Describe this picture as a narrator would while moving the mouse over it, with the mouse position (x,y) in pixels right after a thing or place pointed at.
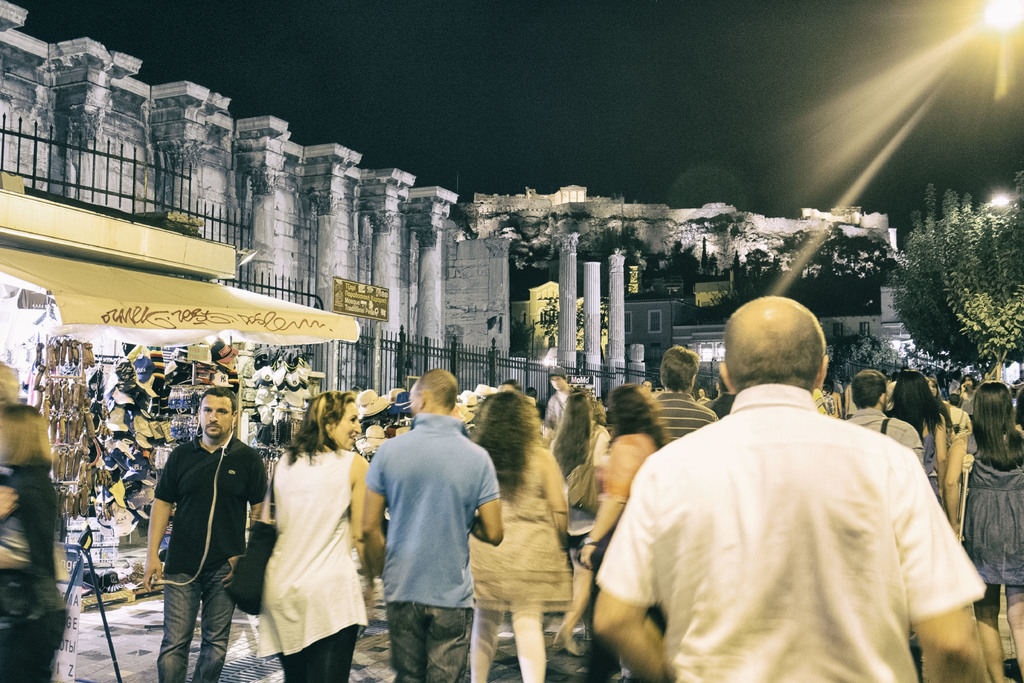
In this image we can see a group of people (425,490) standing on the ground (500,628). On the backside (636,358) we can see a building (408,314) with pillars (396,322), a board (344,303) with some text (376,302) and a fence (454,362). We can also see some lights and a tree (907,319). On the left side (78,609) we can see a board (79,593) with a stand (84,568) and some clothes (73,502) hanged to the hangers (128,456) under a tent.
